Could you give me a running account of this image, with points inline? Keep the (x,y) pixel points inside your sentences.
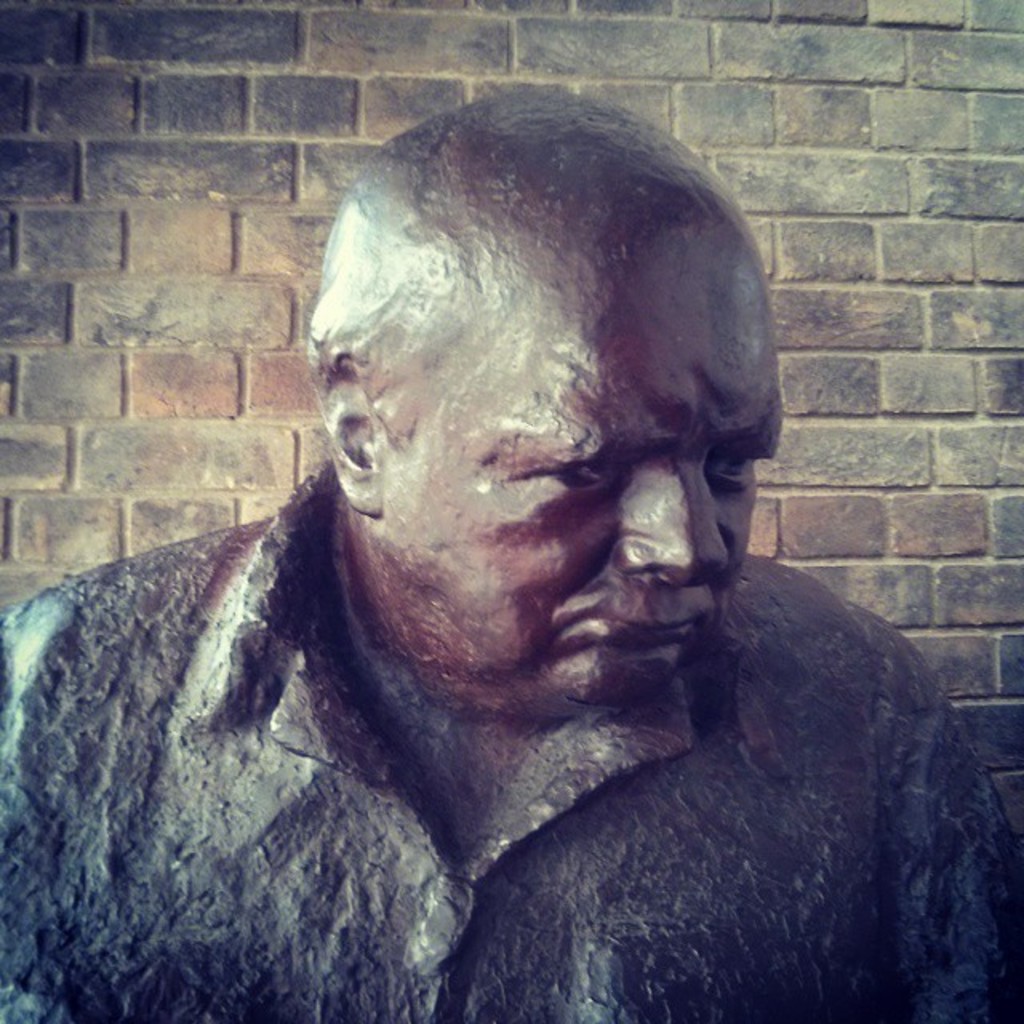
In the picture we can see a statue (353,910) of a man (353,910) with a bald head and behind it we can see the wall (49,542).
